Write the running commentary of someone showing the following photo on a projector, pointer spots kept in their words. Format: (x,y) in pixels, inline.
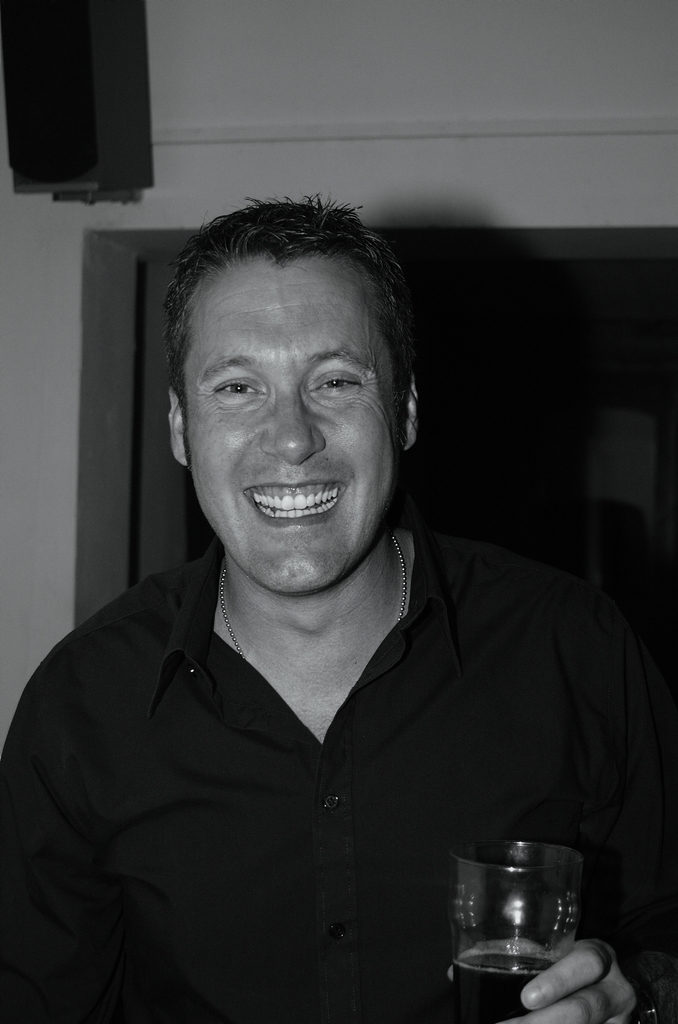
A man (284,685) holding a glass (457,879) is smiling. In the background (274,145) there is a wall (173,156), speaker (131,18) and a door (566,426).
